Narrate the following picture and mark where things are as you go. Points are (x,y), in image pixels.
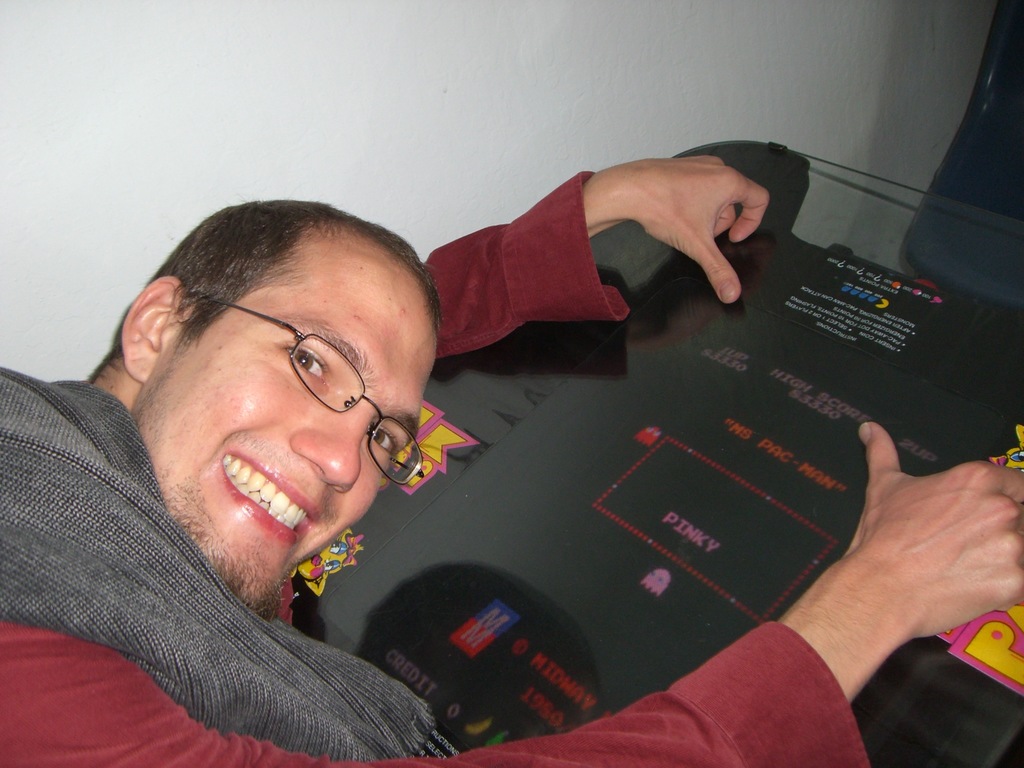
In this image there is a man (276,660). He is smiling. In front of him there is a machine (618,423). There are stickers (991,627) and text (879,289) on the machine (588,599). The man (189,661) is leaning on the machine (765,582). Behind him there is a wall (696,91).
